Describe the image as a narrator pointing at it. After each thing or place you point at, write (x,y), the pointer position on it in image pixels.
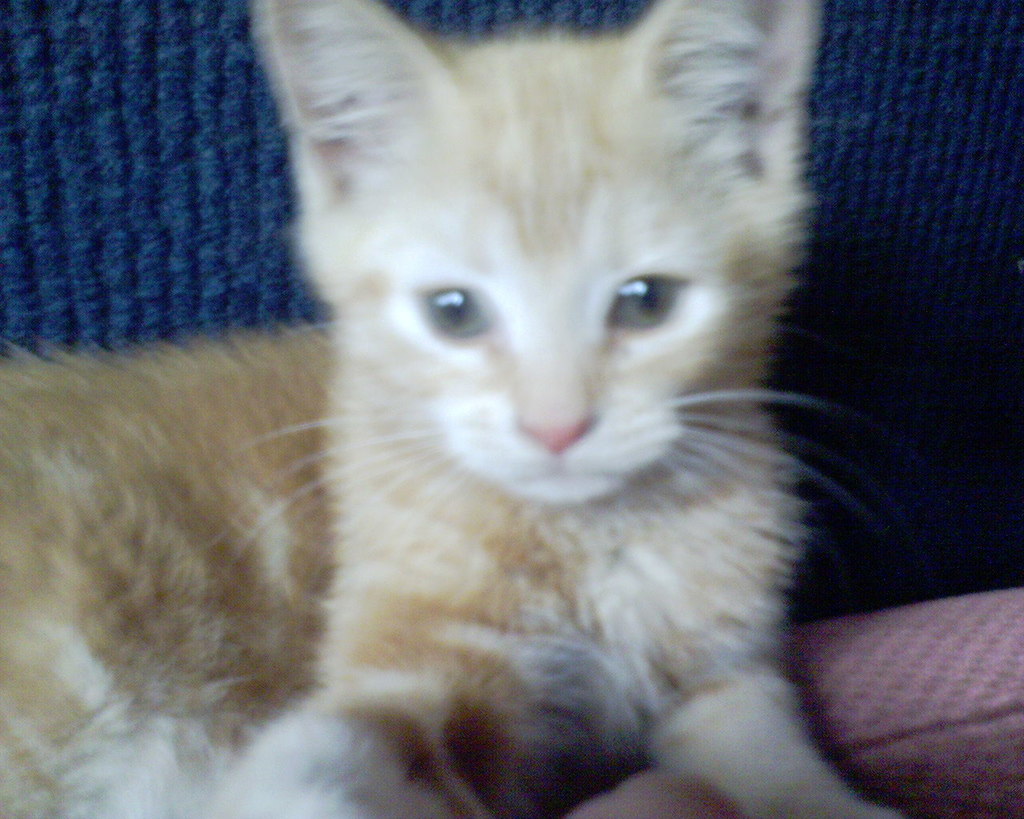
In this picture I can see the kitten (354,505) in the middle (350,517).
